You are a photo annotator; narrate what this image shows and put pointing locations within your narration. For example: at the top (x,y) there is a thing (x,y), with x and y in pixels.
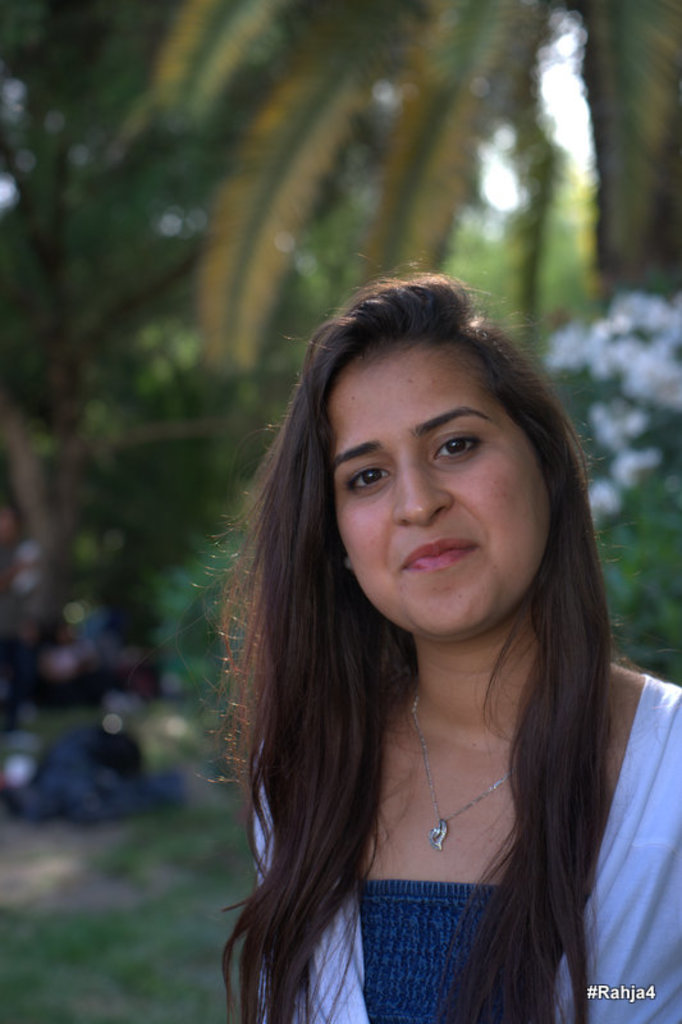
In this image, on the right side (595,782), we can see a woman (514,774) standing and there is a blurred background (9,988).
